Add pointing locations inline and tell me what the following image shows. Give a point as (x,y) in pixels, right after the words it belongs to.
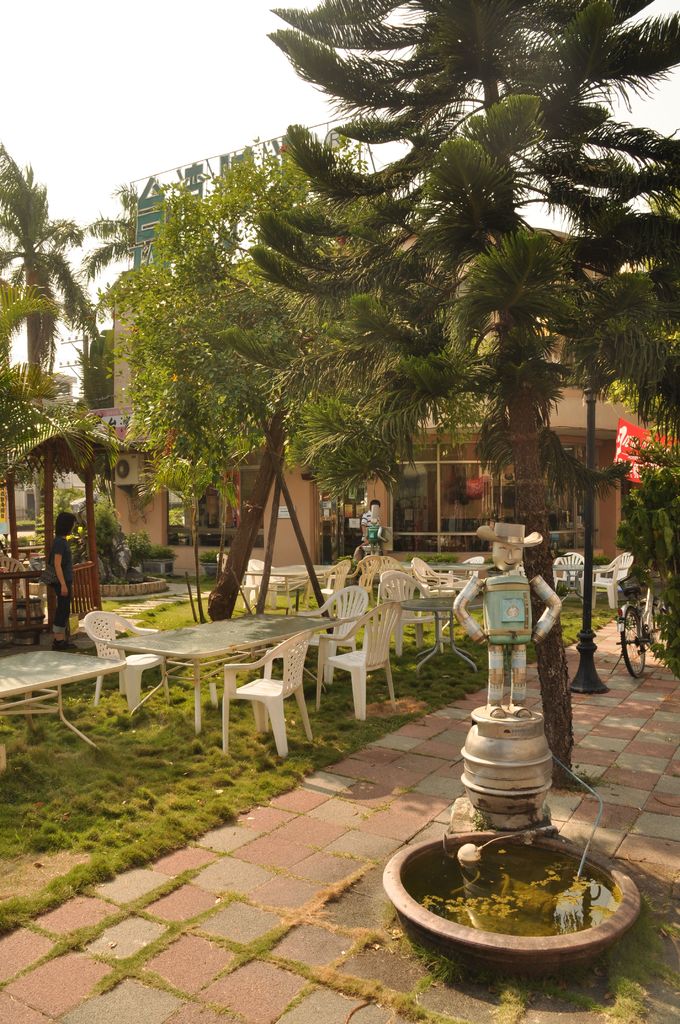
On the right side of the image (547,857) we can see a fountain (540,878). On the left (98,663) there are tables (278,634) and chairs (301,655). We can see a lady (70,593) standing. In the background (46,430) there are trees (353,416) and buildings (599,407). There is a pole (590,688). At the top (215,104) there is sky (174,94).
